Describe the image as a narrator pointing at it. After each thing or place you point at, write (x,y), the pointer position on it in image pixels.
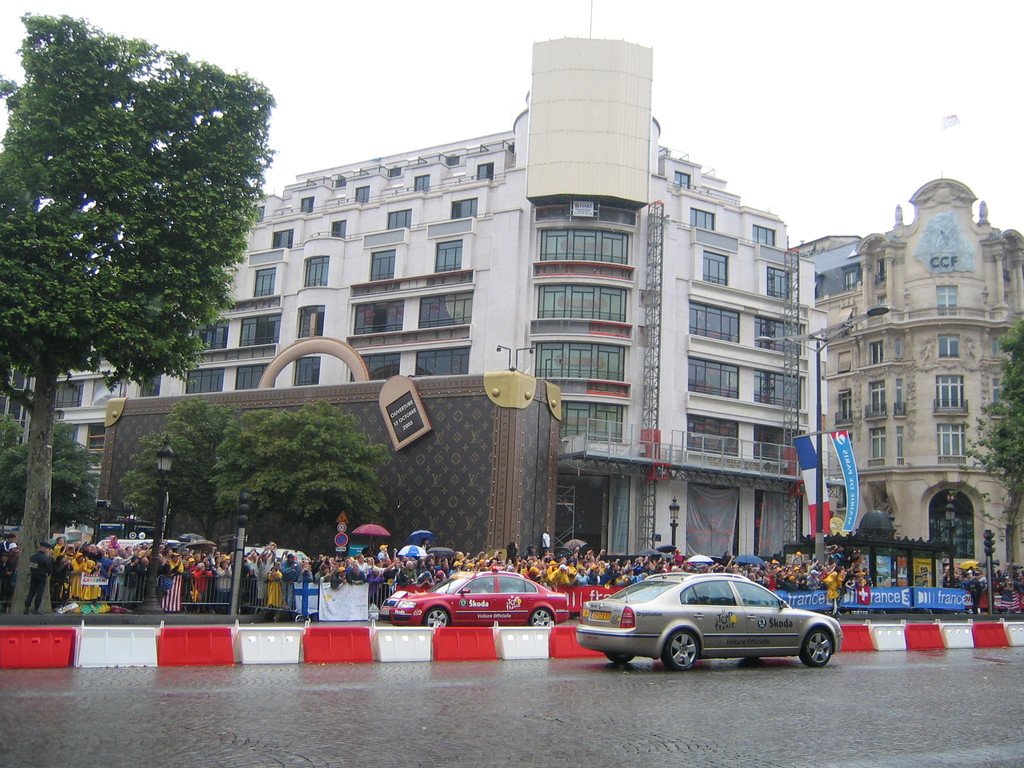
In this image there is the sky (826,9) towards the top of the image (340,13), there are buildings (596,288), there are windows (380,259), there are a group of persons (570,561) standing, there is a metal fence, there are flags (319,593), there is a pole (819,445), there is a street light (866,314), there are trees (202,445) towards the left of the image (109,312), there is a tree (1015,486) towards the right of the image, there is road (573,751) towards the bottom of the image (532,716), there are cars (745,635) on the road (738,670), there is text (764,625) on the cars (697,628).
